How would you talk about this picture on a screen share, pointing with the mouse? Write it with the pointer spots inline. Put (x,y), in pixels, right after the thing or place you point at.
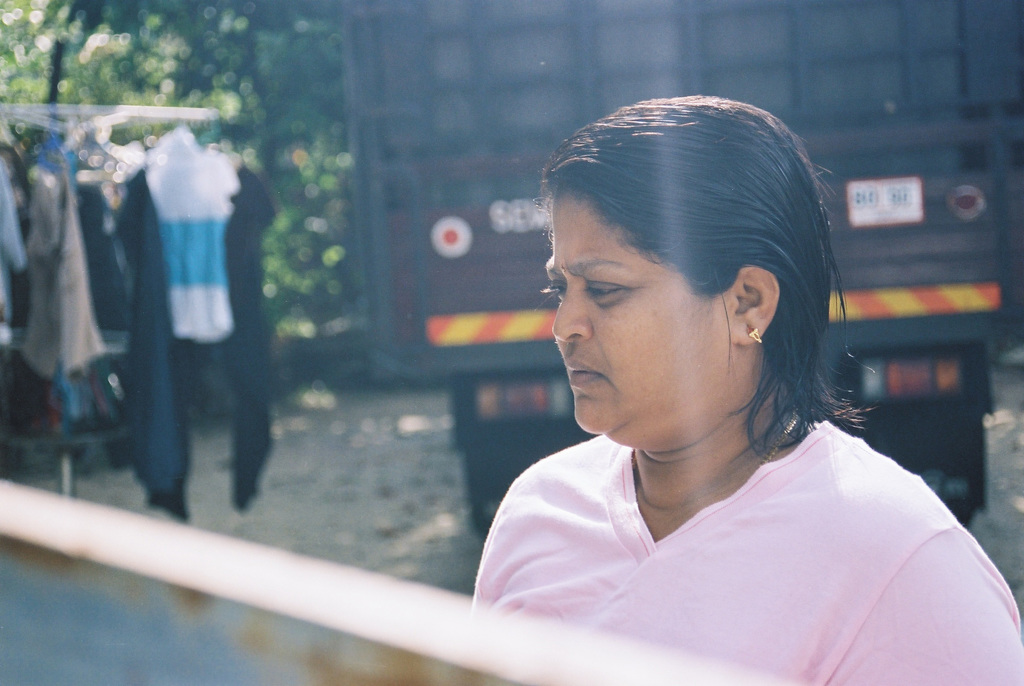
In the center of the image (585,430) we can see a woman (644,517) is standing. In front of her, we can see an object (331,580). In the background (412,268), we can see trees (247,125), hangers (66,146), clothes (72,199) and one vehicle (490,162).
